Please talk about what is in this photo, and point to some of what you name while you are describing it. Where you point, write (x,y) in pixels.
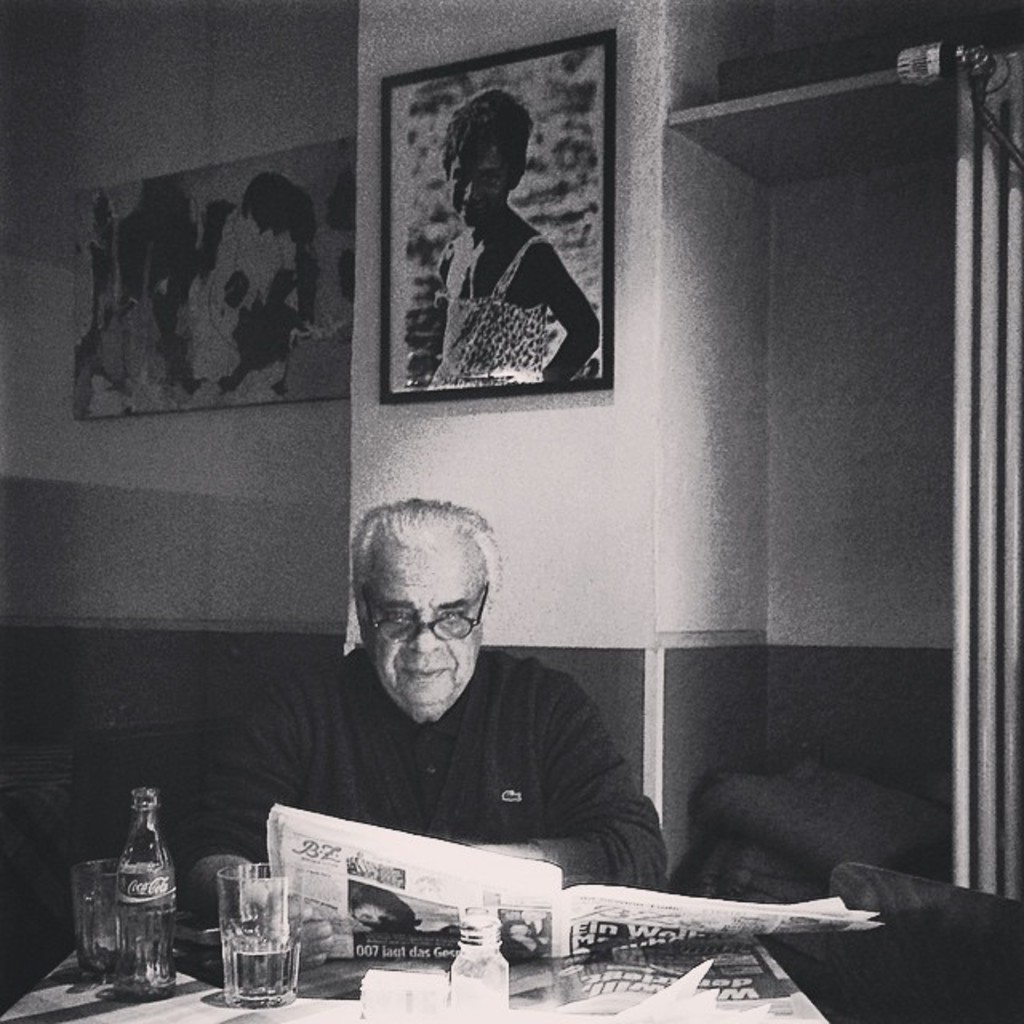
This is a black and white picture. In this image I can see a man (440,767) holding a paper (414,899) in his hand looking at the camera. In front of this person (453,799) there is a table (305,993) having glasses (260,934), bottles (481,992) on it. In the background (630,467) there is a wall (362,245) and two photo frames (503,254) are attached to this wall (332,45). Beside the table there is a chair (895,959).
